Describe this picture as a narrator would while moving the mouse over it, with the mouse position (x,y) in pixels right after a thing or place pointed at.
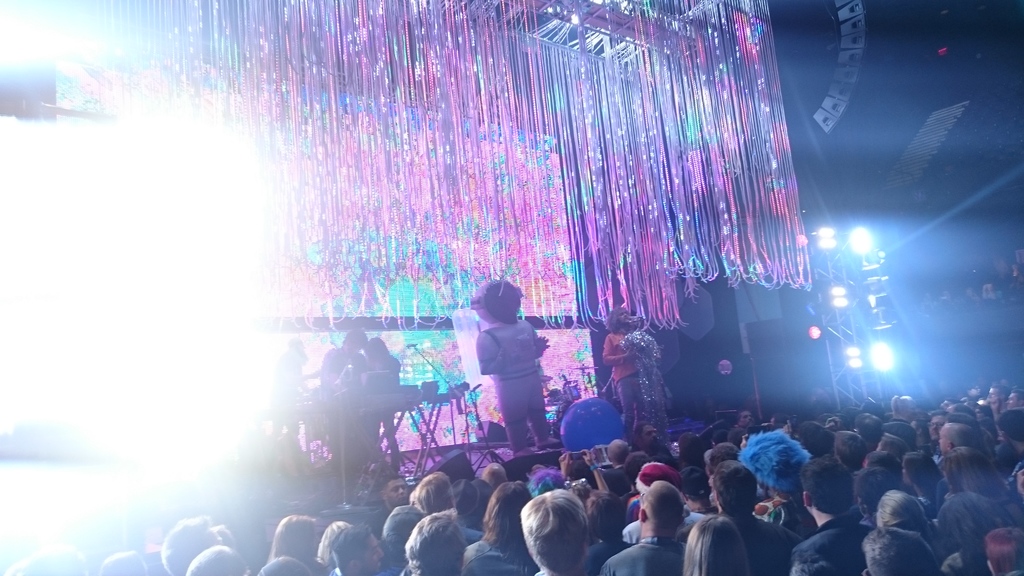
In the foreground of this image (639,519), on the bottom (493,544), there is the crowd (751,495) standing. On the left (39,367), there is a light focus (225,281). In the background (742,163), on the stage (587,204), there are decorations (489,228), screen (438,330), persons (507,404) standing, a table (393,406) and a mic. On the right (946,306), there is a light (842,232) and the dark background (752,344).
